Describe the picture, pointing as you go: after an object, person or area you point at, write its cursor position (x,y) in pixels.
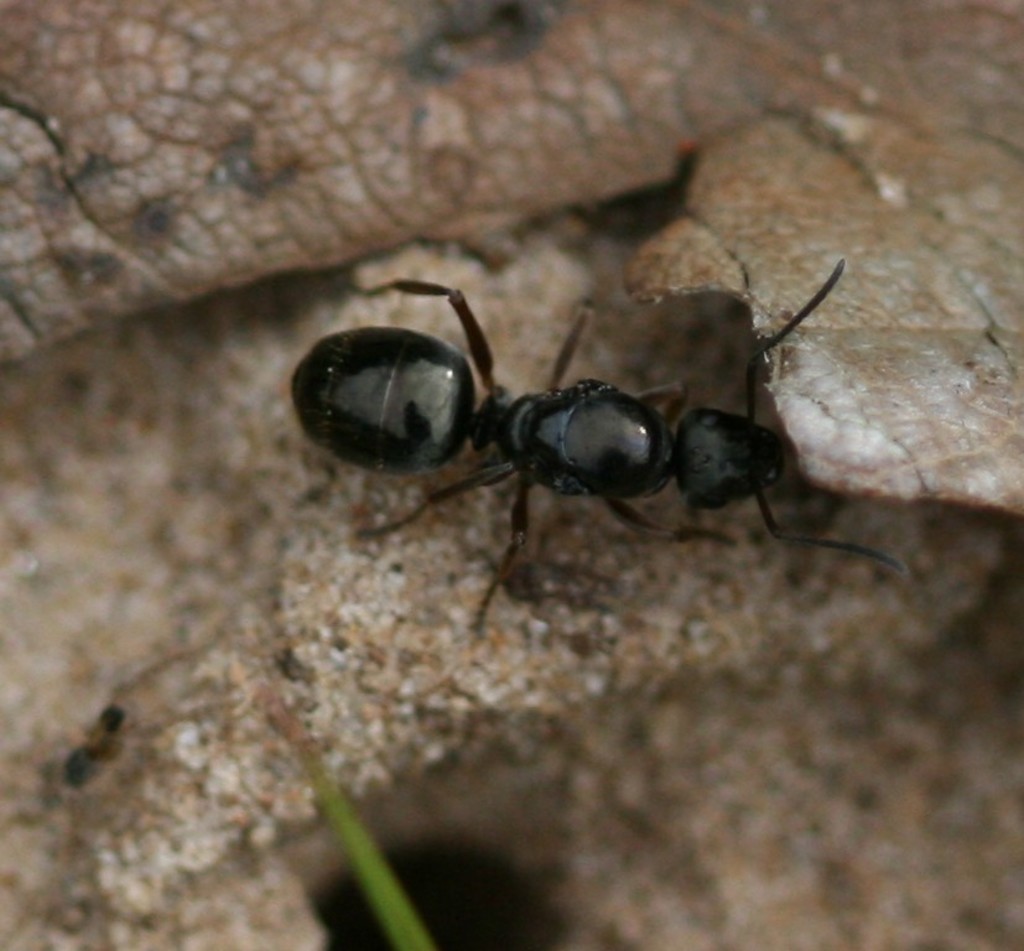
In this image I can see an insect (606,441) and the insect (611,408) is in black color. The insect (340,360) is on the brown color surface (918,515) and I can see some object (363,829) in green color.
